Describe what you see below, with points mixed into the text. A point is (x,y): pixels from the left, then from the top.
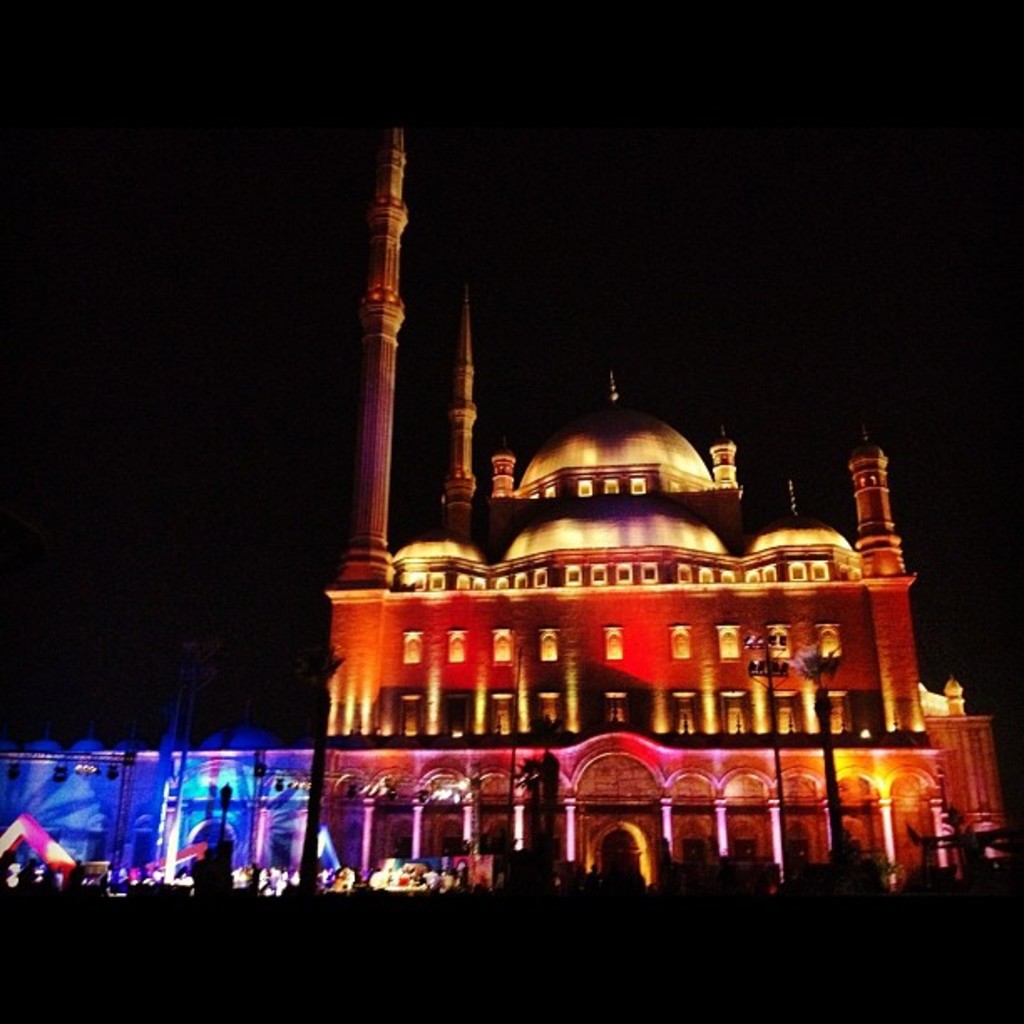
In this image we can see a building (449,634) with lights (249,790) and the background (162,602) is dark.
